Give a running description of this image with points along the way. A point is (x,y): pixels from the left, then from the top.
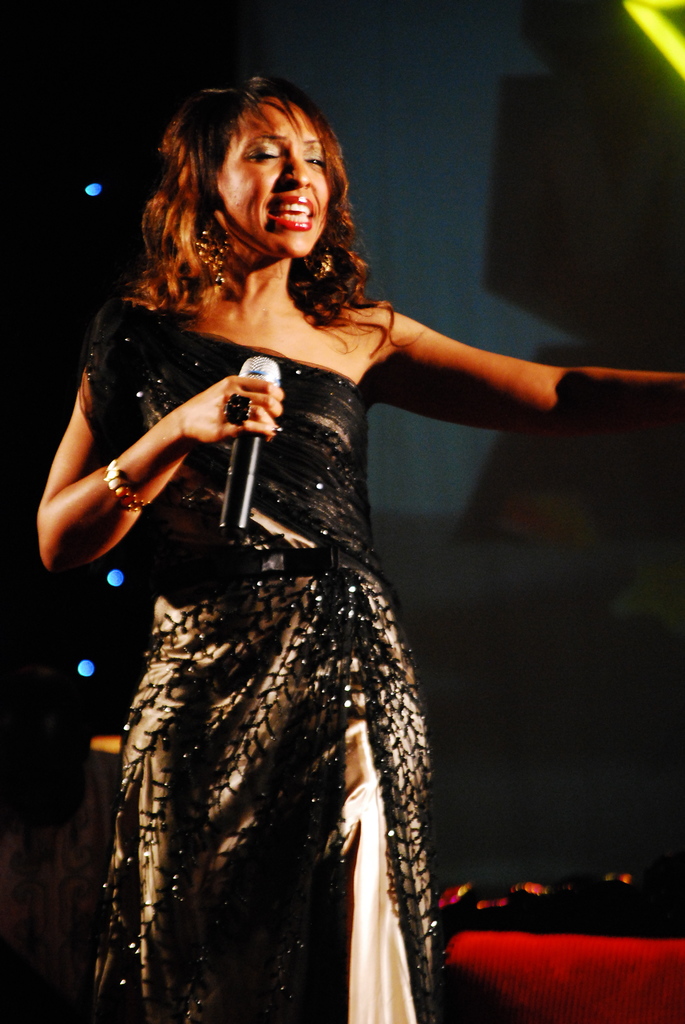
In this image we can see a lady (268,634) standing and holding a mic (234,479). In the background (410,194) there are lights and we can see a wall (406,205). At the bottom (552,1014) there is a chair (549,976).
